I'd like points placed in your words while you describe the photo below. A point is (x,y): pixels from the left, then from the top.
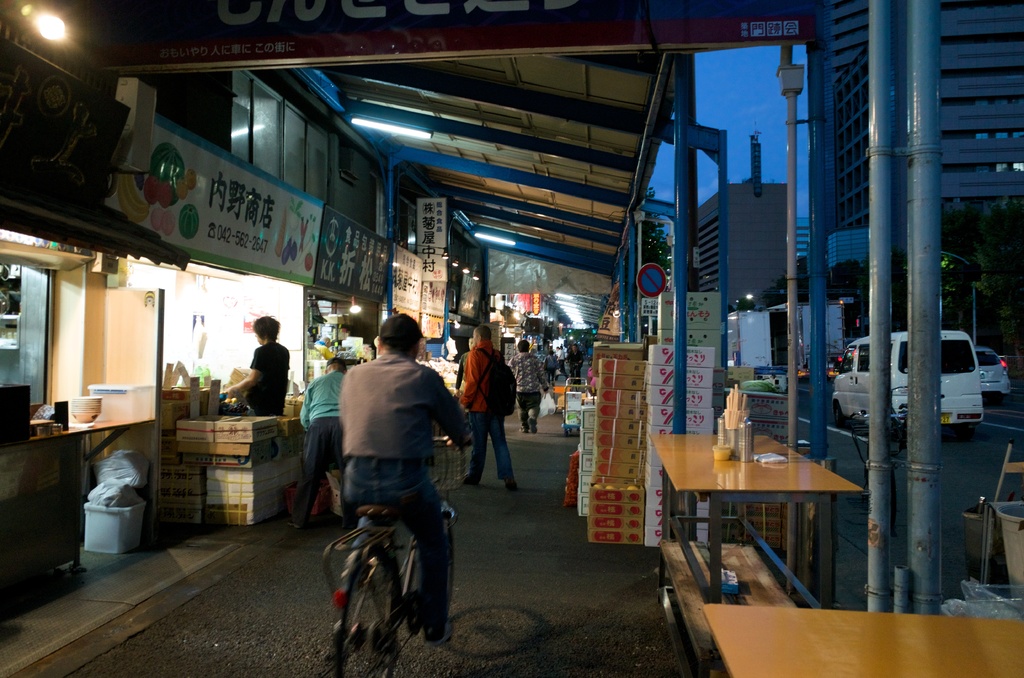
This is the walkway (539,498) of a building (355,213). It consists of many stores (316,272) at the left (323,294) and at the right (685,473) there are many boxes (627,468) and a table (800,468). At the most right there is a road (847,436) which consists of cars (851,376) and vehicles (841,354). Right to that there are trees (979,256) and a building (955,168). At the left of this walk way (264,575) there people (360,427). A person (377,426) is riding a bicycle (372,528). Behind him there is a person (484,363) who is holding a bag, who is wearing an orange shirt (480,381) and a jeans (483,438).
